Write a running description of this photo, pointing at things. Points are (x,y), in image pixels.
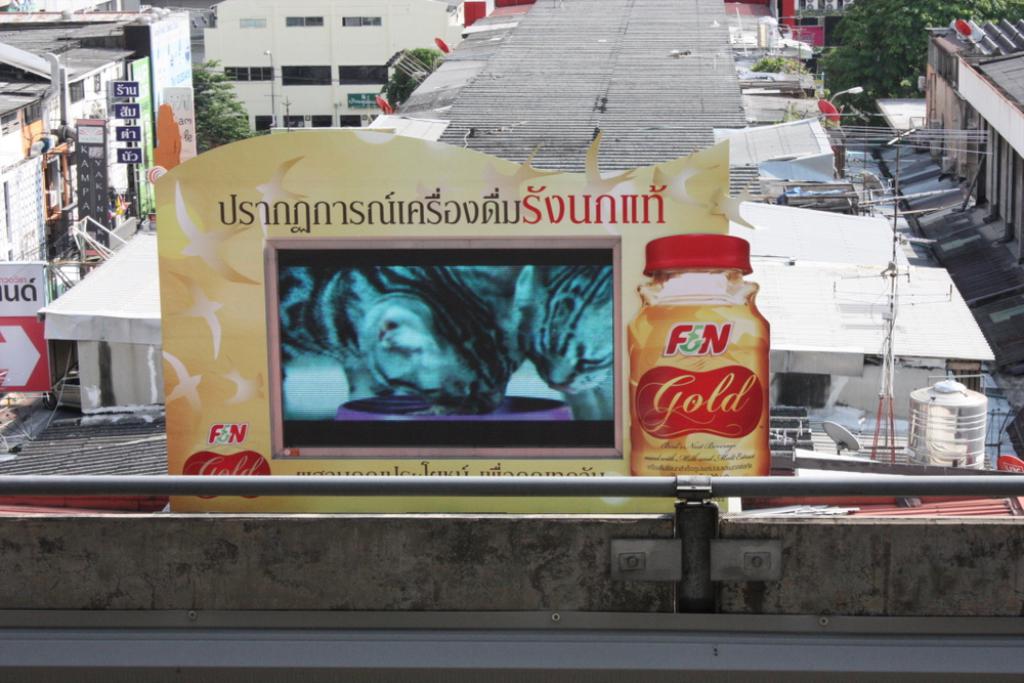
At the bottom of the image (463,539) there is a small wall (962,523) with rod (689,485). Behind the wall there is a poster (246,287) with images (547,299) and something written on it. In the background (231,73) there are buildings (251,123) with walls (935,68), roofs (612,82) and windows (358,76). And also there are electrical pole (893,141) with wires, dish antenna (828,428), tank (933,411) and also there are trees (888,75).
